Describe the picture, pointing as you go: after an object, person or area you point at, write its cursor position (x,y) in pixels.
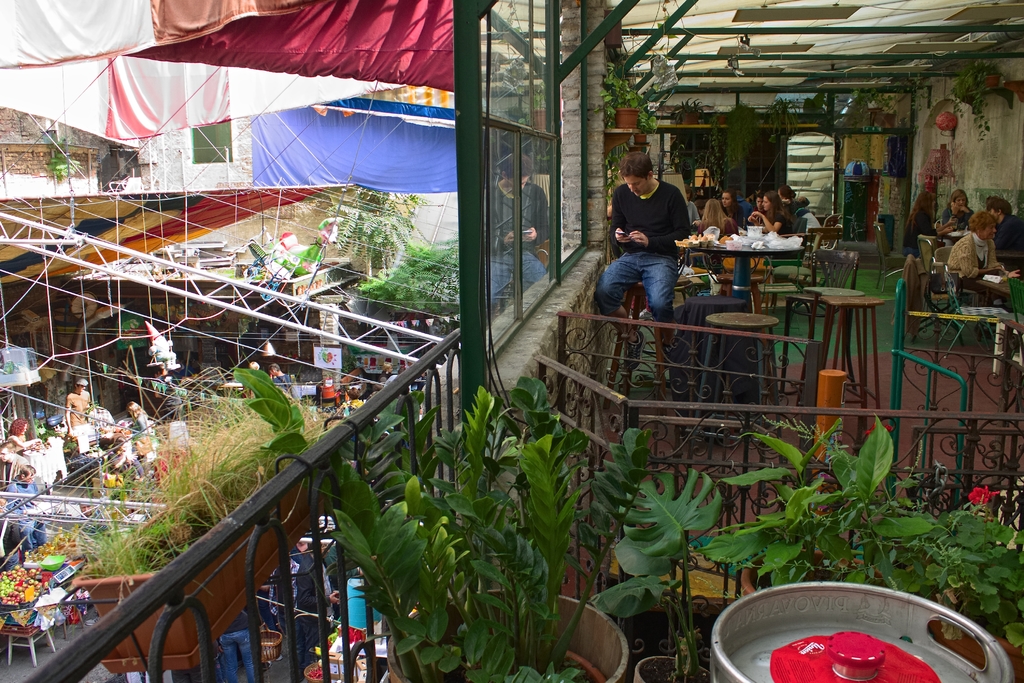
In this image I can see plants (472,494) in pots (606,637). In background (26,543) I can see number of people (74,396) where few are standing and rest all are sitting. I can also see few tablecloths (364,121), few metal rods (297,327) and I can also see something is written in background (325,348).
